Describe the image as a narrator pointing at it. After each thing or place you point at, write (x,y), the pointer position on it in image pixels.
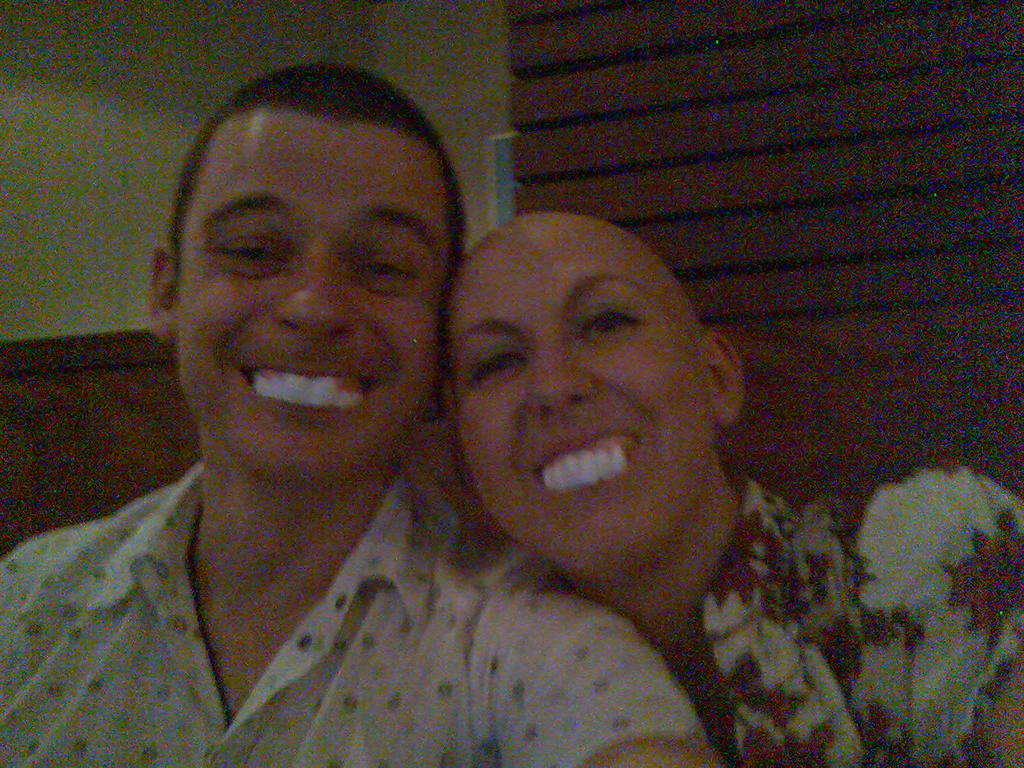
In this image there is a man (385,596) and a lady (802,632). They both are smiling. In the background (525,71) there is a wall (205,82). The lady (702,563) is wearing a floral print shirt (860,593). The man (406,682) is wearing a white shirt (420,689).
